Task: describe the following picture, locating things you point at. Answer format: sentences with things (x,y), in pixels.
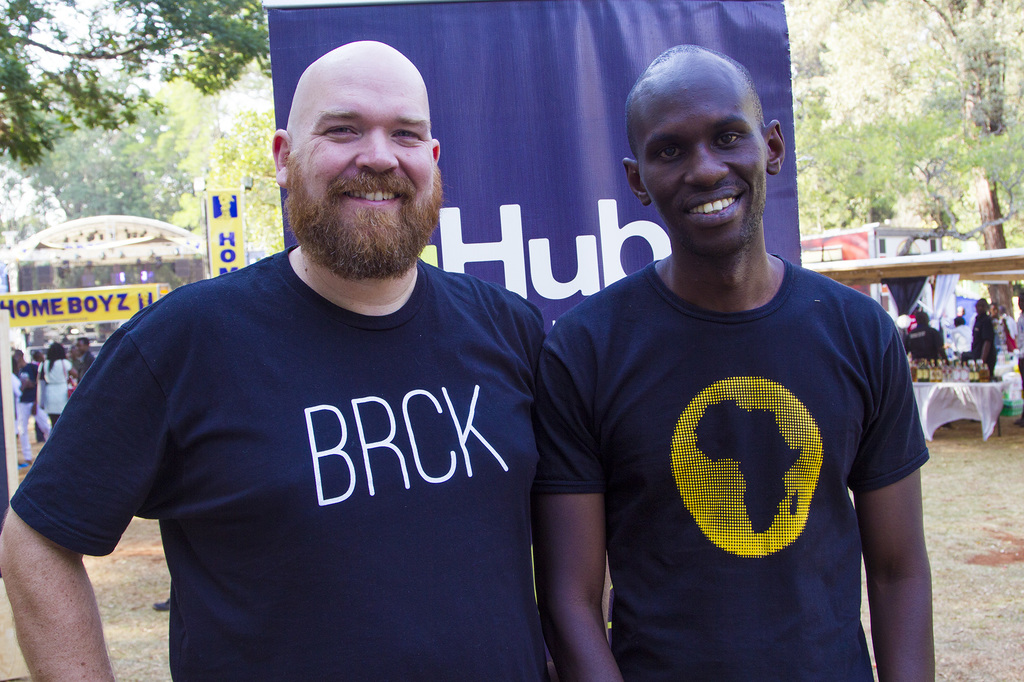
In this picture there are two men (417,328) standing in the front (615,513) wearing blue color t-shirt (492,422), smiling and giving a pose into the camera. Behind there is a stall (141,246) and some trees (130,153).
